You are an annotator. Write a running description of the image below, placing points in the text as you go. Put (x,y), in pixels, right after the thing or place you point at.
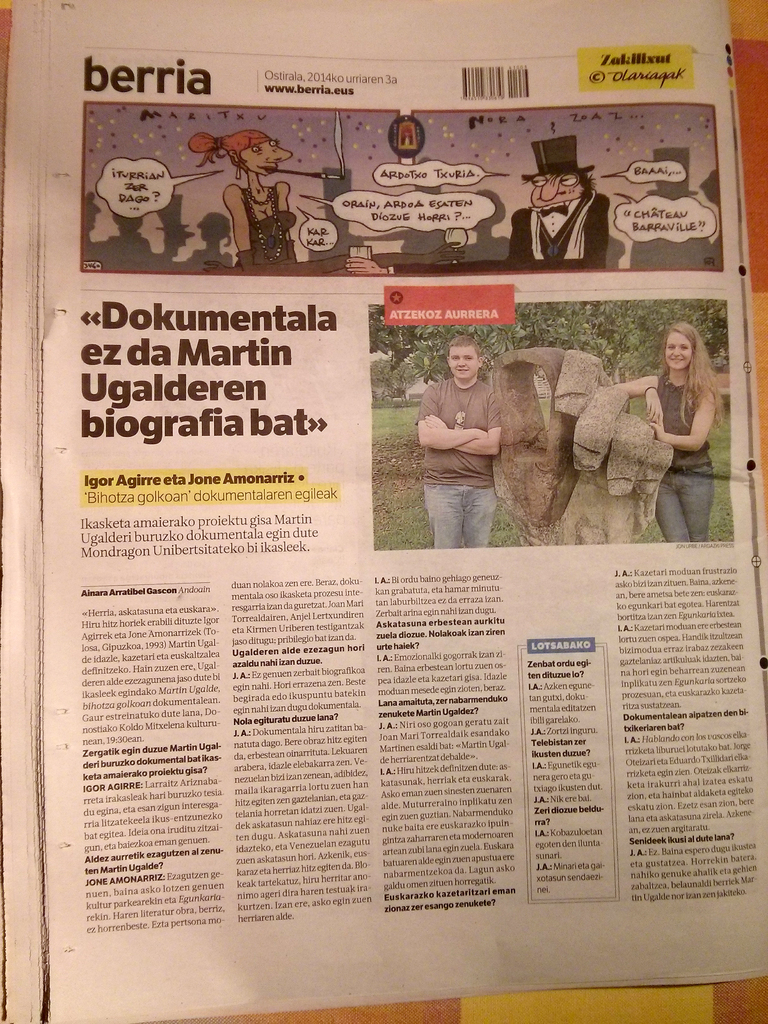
In this image we can see some pictures (340,242) and articles (260,584) on a paper (338,554).
